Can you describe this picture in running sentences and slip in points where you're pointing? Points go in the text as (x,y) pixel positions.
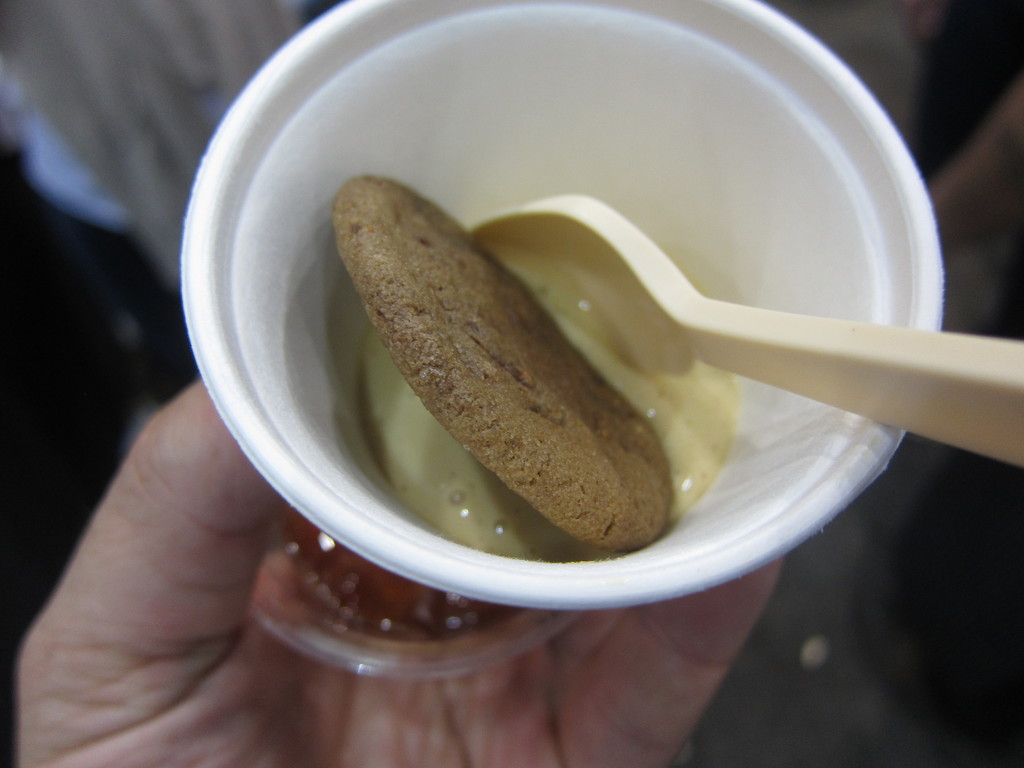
In the center of the image (390,500), we can see a person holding a cup (439,577) containing a biscuit (555,385), spoon (670,342) and a dessert (588,355) and the background (139,158) is blurry.
